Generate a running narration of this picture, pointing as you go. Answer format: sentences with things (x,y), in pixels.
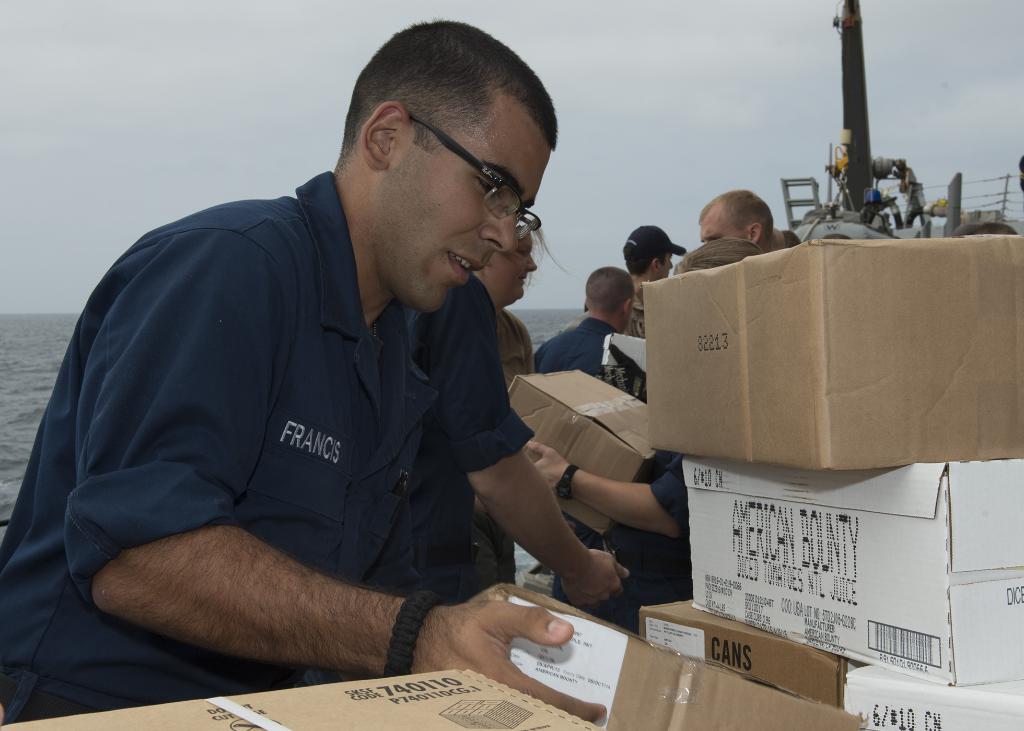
There are group of persons (645,270) standing where few among them are holding cardboard boxes (656,662) in their hands (508,628) and there are few cardboard boxes (885,546) in the right corner (869,627).
